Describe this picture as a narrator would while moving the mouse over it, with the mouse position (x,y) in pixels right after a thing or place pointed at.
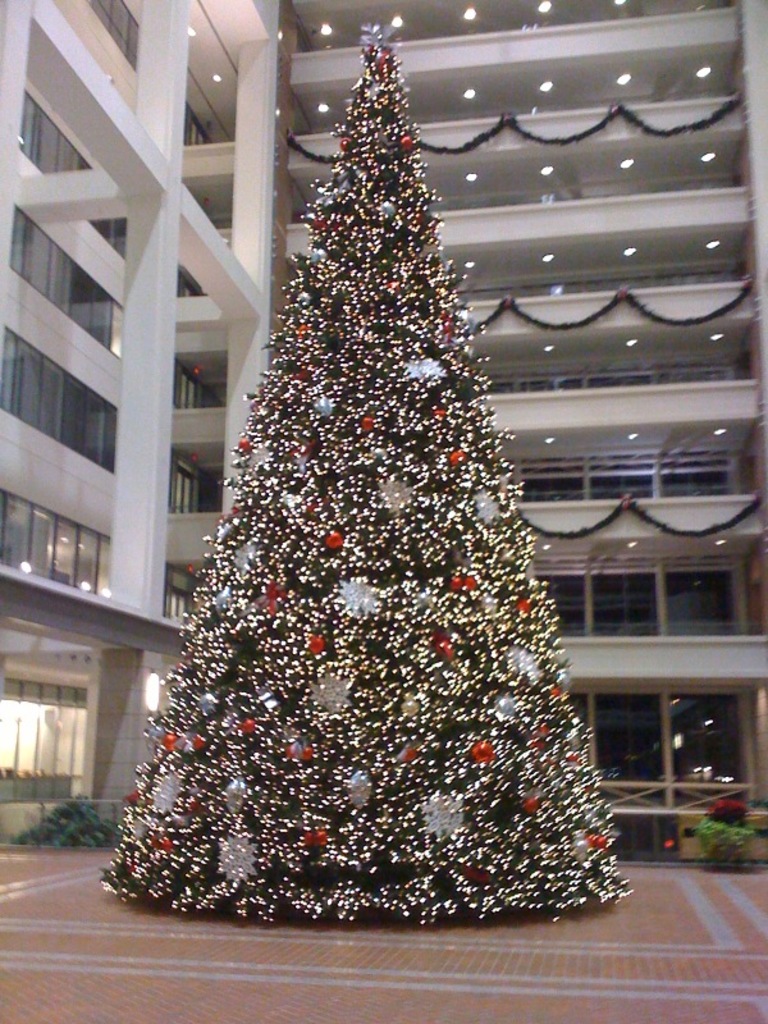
In this picture, we can see a Christmas tree (340,710) with some objects (327,695) on it, we can see the ground (659,877), we can see floors (591,257) of a building (688,451), we can see some lights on the roof (581,15), glass doors (695,786), plants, and we can see some pillars (99,754).
